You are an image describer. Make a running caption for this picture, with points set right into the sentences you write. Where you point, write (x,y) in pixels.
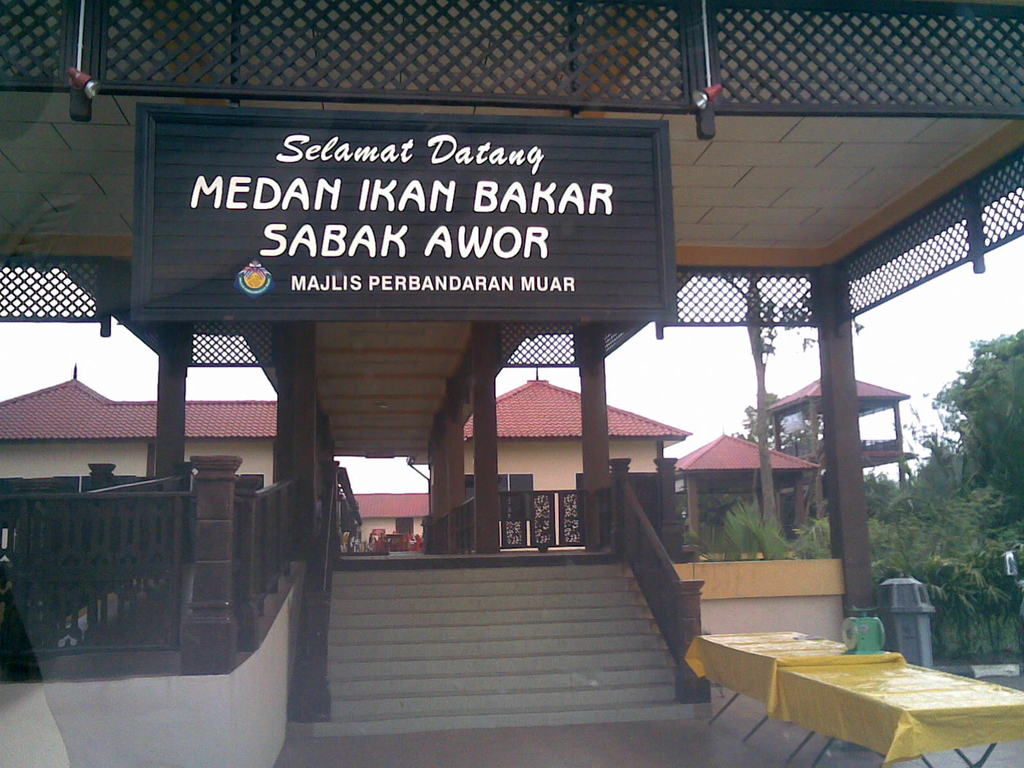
In this image there are stairs (396,672) at bottom of this image (468,608) and there are two tables (817,660) at bottom right (915,738) corner of this image. there are some trees (934,520) at right side of this image (881,570). there is a building (634,427) in middle of this image (519,411). there is a board (398,132) written on it at top of the image (360,185). and there is a sky (706,389) as we can see from right side of this image (900,319) and left side of this image (120,358). There is a yellow color cloth (725,681) kept on this table (825,685).
